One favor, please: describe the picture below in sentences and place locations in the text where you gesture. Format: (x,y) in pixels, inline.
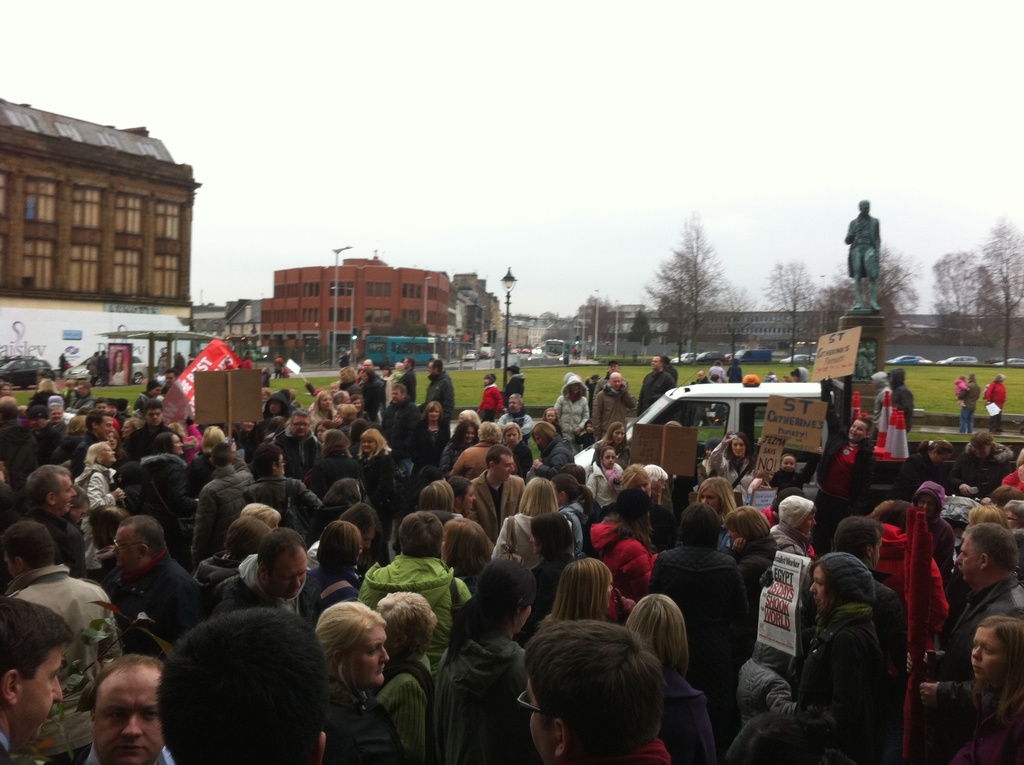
In this image we can see group of persons (735,549) standing in the ground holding cards (774,448) in their hands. In the background (706,428), we can see a car (733,414) parked on the road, a group of buildings (495,332), trees (947,303), a statue (871,235) and the sky (394,147).
